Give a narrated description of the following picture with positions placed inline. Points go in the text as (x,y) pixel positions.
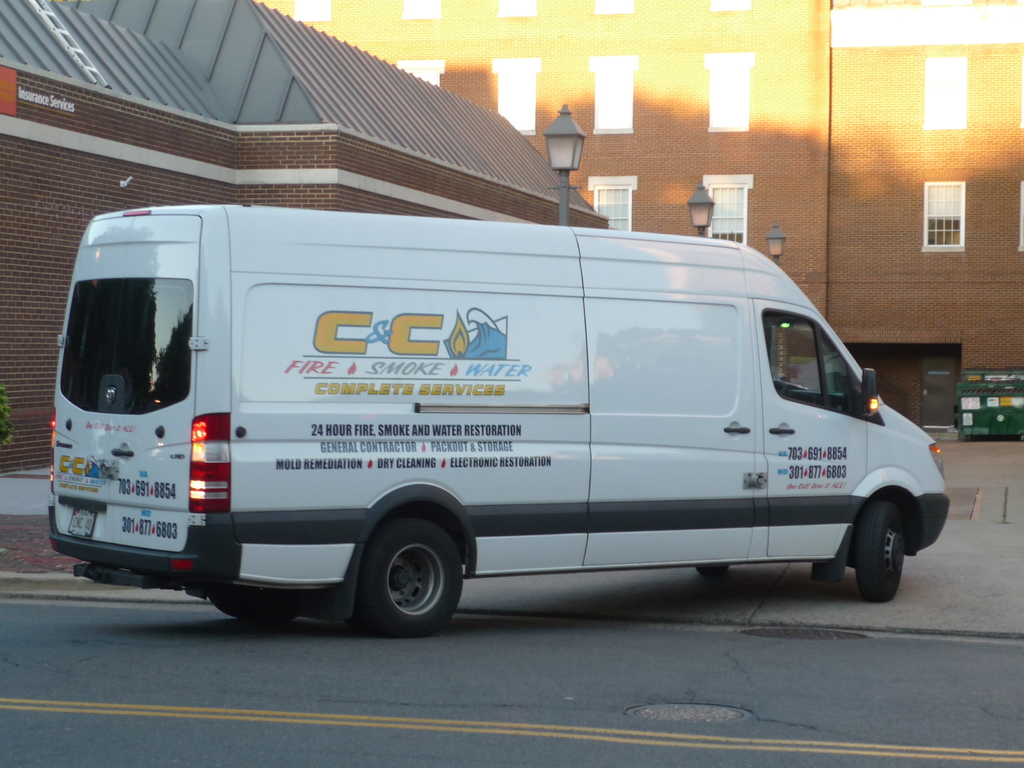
In this image, I can see a vehicle (434,626) on the road (719,637). In the background (512,217), there are buildings (574,218) and light poles (561,216).
